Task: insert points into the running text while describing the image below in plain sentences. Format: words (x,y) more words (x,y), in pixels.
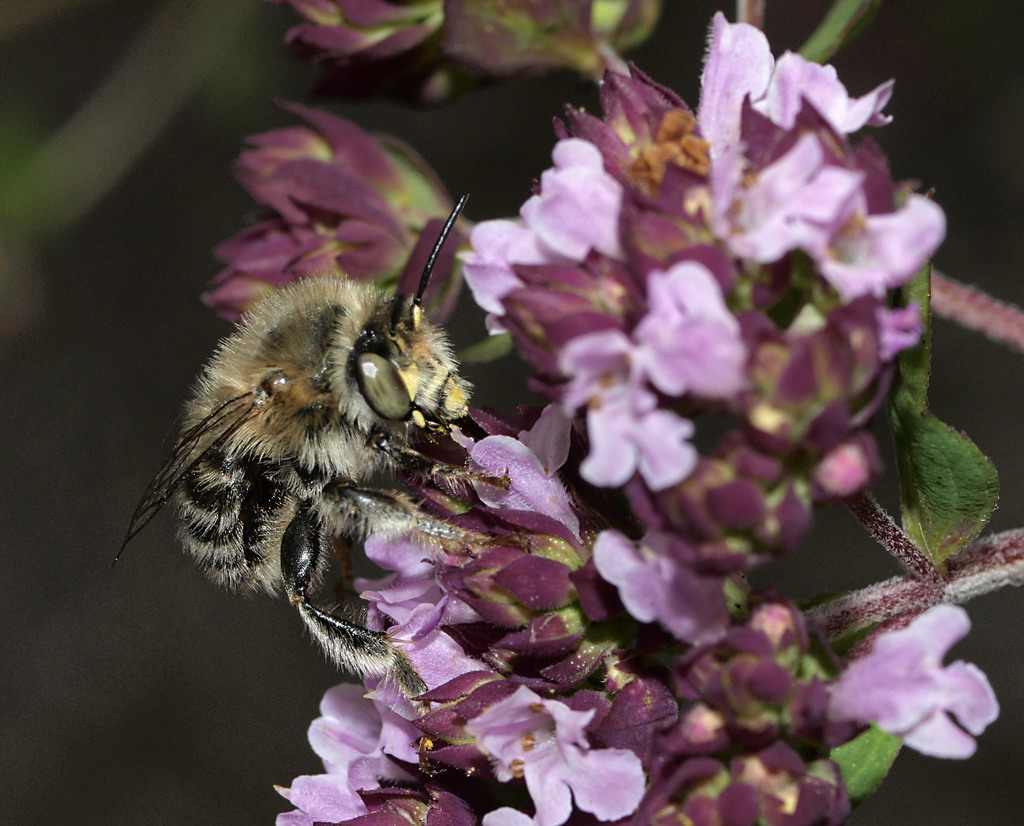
In this image I can see an insect (342,436) on the brinjal color flowers (640,472), on the right side (965,485) there are green leaves (905,443).
